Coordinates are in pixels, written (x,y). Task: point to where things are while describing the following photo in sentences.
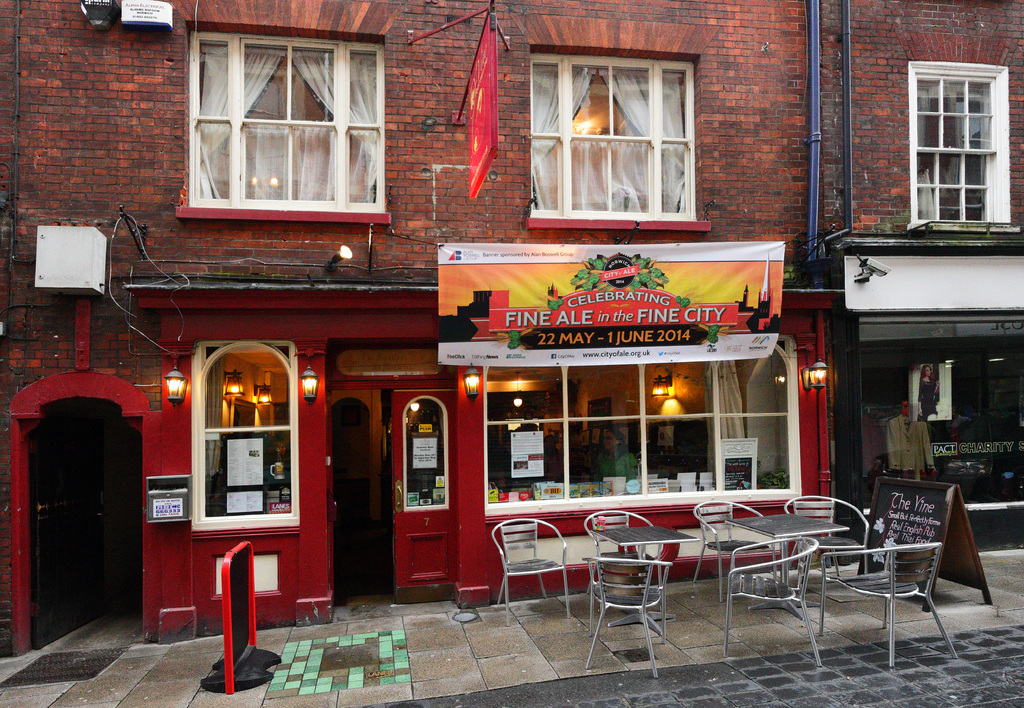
In this picture I can observe a building (407,154) which is in brown color. I can observe some tables (791,519) and chairs (516,523) in front of the building (574,508). On the right side (914,500) there is a board (966,566) on the floor (879,686). I can observe some lamps (265,389) fixed to the wall (468,429).
